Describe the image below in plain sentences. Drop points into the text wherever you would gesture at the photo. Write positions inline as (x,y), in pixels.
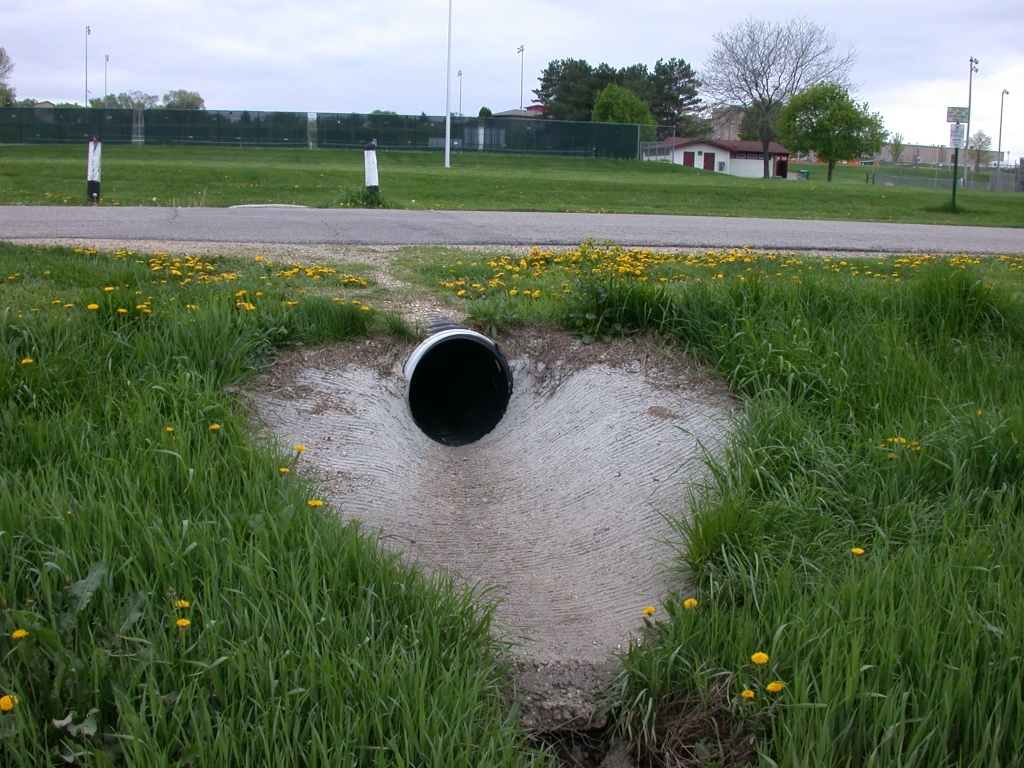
In the middle of the image (479,426), we can see a pipe (421,366) under the road (413,221). At the bottom of the image (460,668), we can see grass (807,572) and yellow color flowers (599,270). In the background of the image (569,145), we can see fence (293,136), poles (372,169), trees (900,145), board (955,136) and buildings (915,152). At the top of the image (384,38), the sky (668,38) is covered with clouds (477,38).
